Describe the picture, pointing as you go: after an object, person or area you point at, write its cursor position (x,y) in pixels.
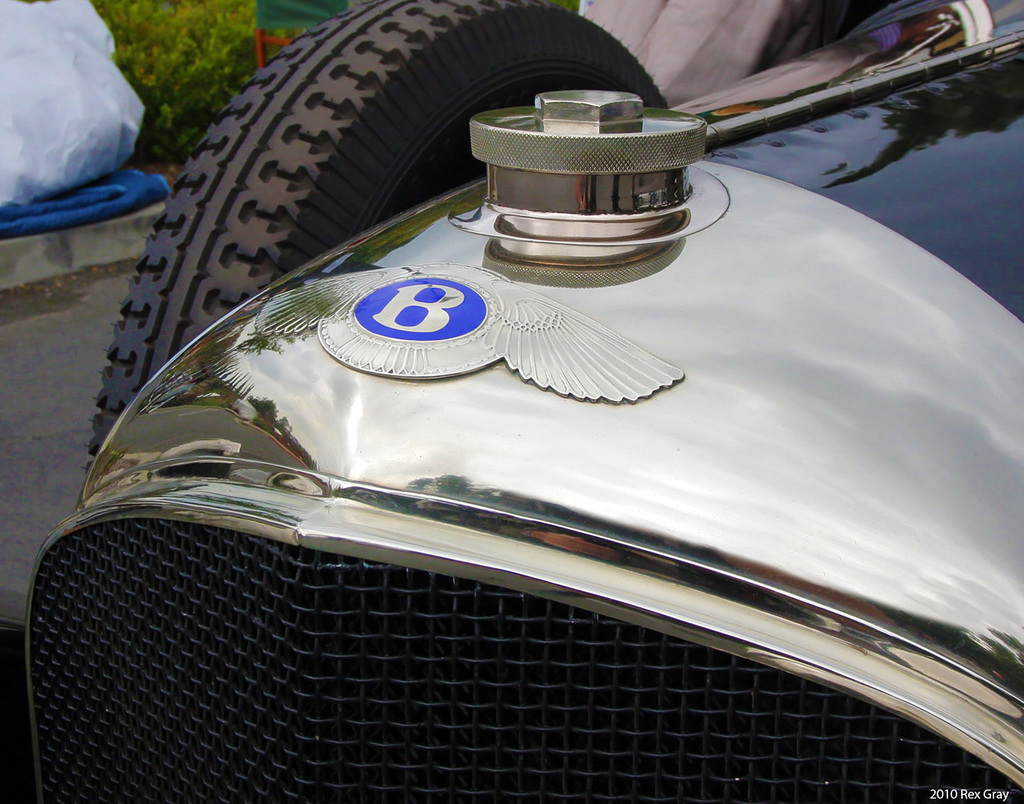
In this picture we can see a logo (387,302) on the vehicle (383,359) and behind the vehicle (319,348) there is a tyre (231,185), plants (190,129) polyethylene bag (109,80) and other objects (276,1). On the image there is a watermark (975,790).
